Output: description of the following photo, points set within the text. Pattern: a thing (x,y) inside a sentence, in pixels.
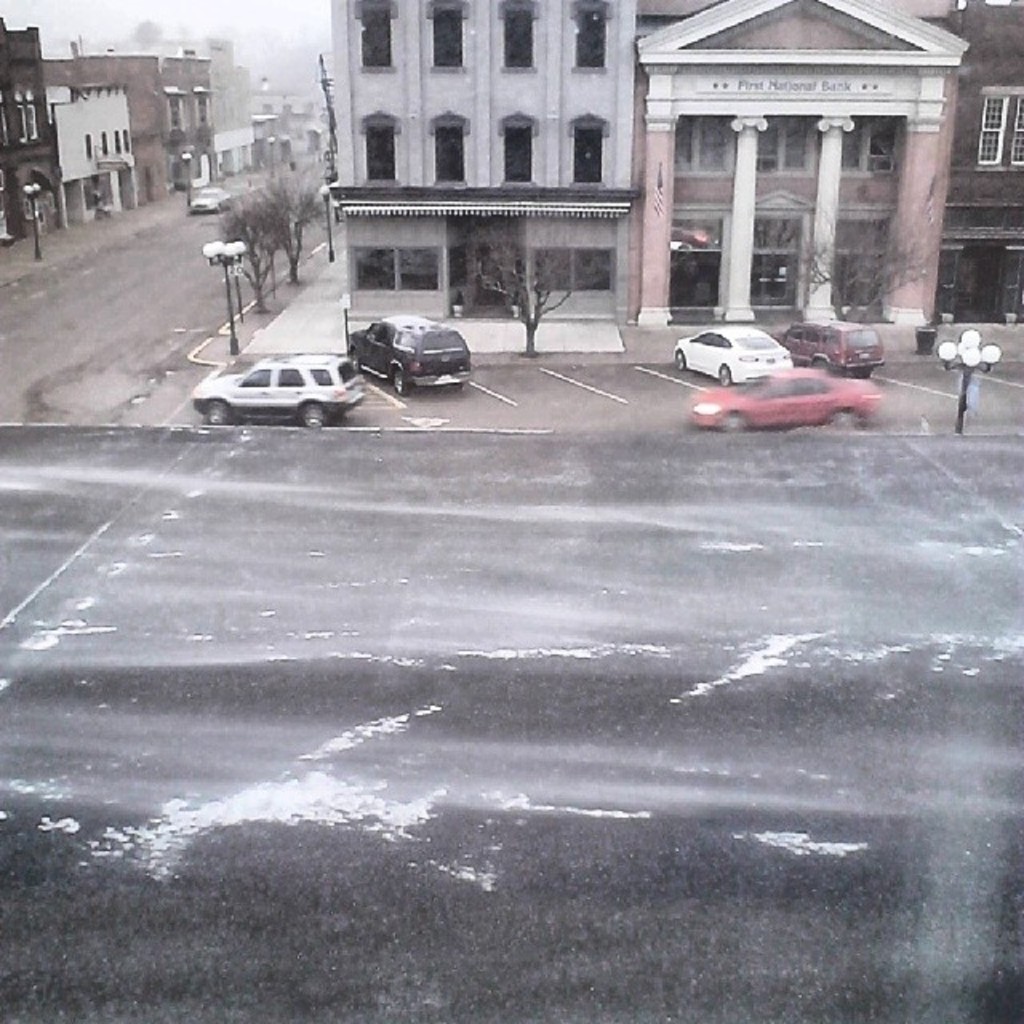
In this picture we can see the outside view of a city (372,781). These are the vehicles (452,364) on the road (910,361). And this is the road (129,351). There are some buildings (473,121). These are the trees (293,230). And this is the sky (252,25).
